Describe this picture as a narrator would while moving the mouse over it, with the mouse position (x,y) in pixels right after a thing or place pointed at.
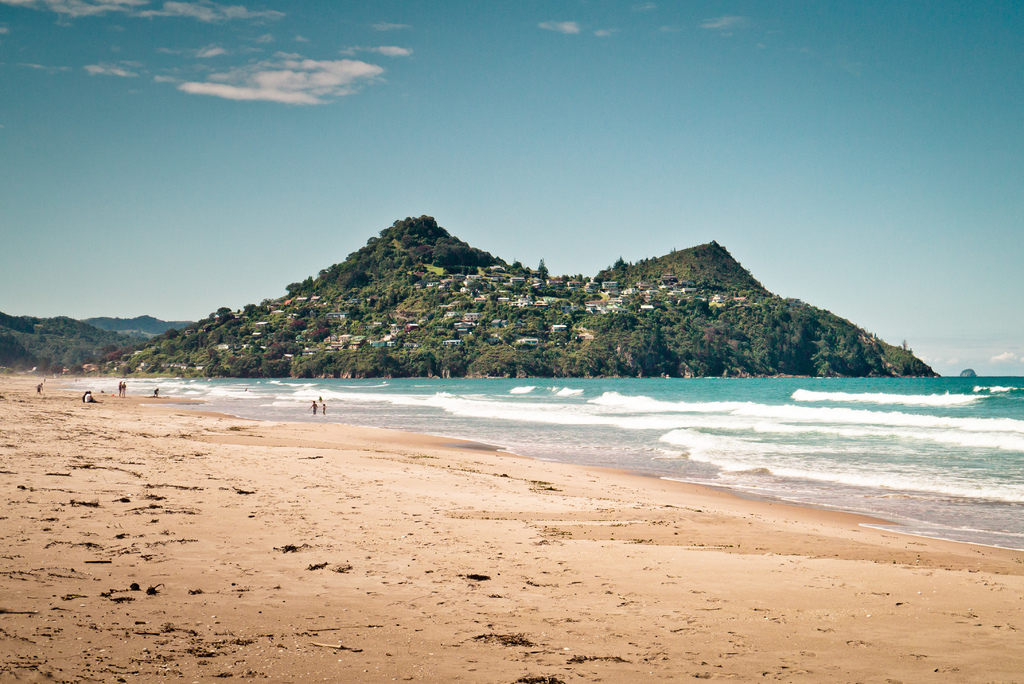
This image is taken in the beach (639,635). There are few people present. At the top (470,110) there is sky (329,102) with some clouds (305,93) and at the bottom (287,601) there is sand (439,636). There is mountain (521,293) with full of trees (699,320) and also houses (450,317).
